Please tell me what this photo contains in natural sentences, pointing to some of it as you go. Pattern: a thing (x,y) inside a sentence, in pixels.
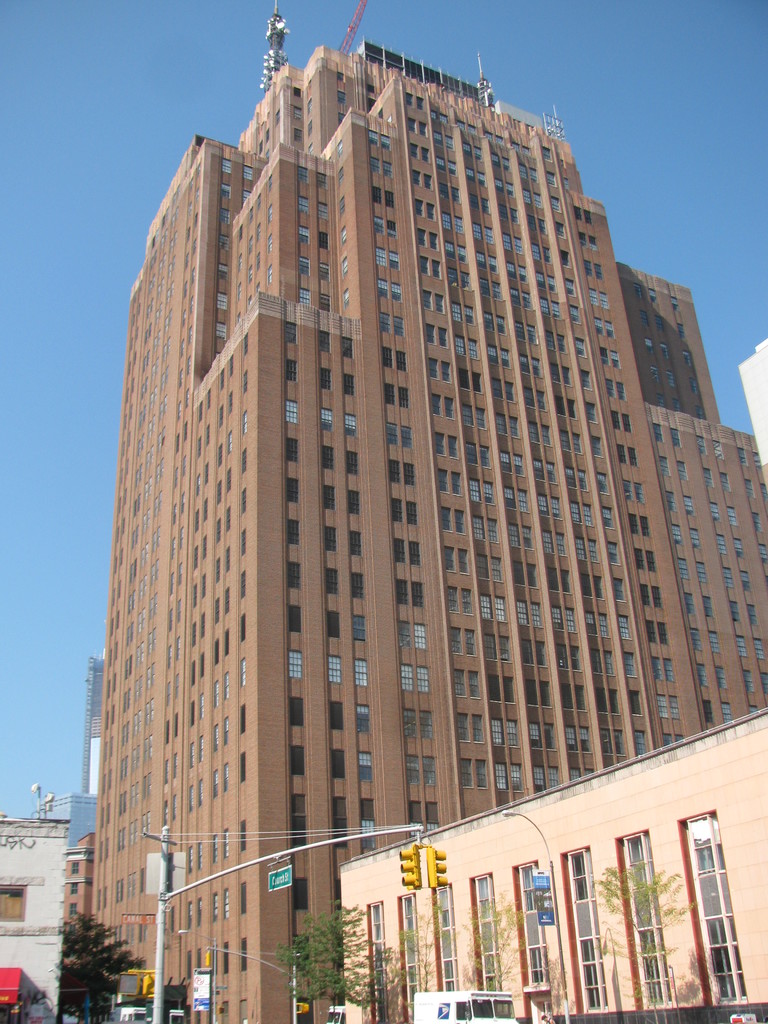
In this image we can see there are buildings (265,892). At the bottom of the image (170,1011) there are few vehicles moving on the road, trees (360,955), signal pole (158,962). In the background (115,91) there is a sky (111,242).
